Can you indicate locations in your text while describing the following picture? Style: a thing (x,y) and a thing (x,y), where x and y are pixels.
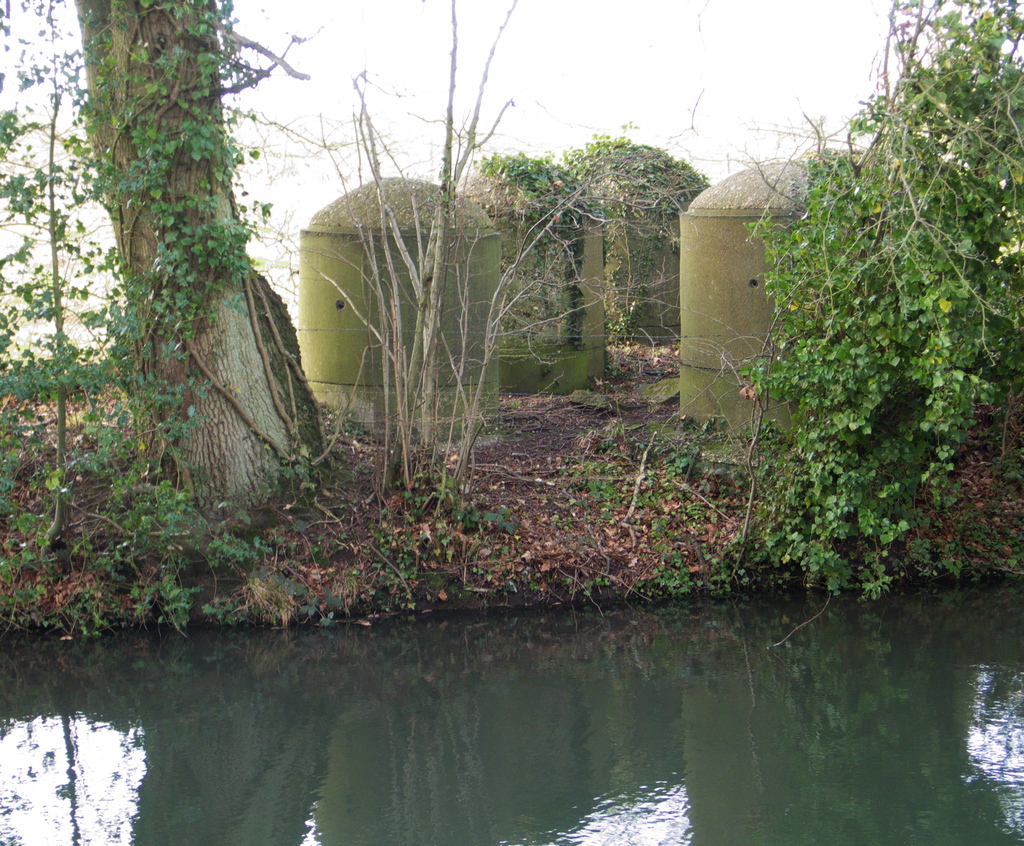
In the center of the image (536,355) there are pillars (591,248) and there are trees (959,349). At the bottom (752,648) there is water (467,732). In the background (386,105) there is sky (577,69).
